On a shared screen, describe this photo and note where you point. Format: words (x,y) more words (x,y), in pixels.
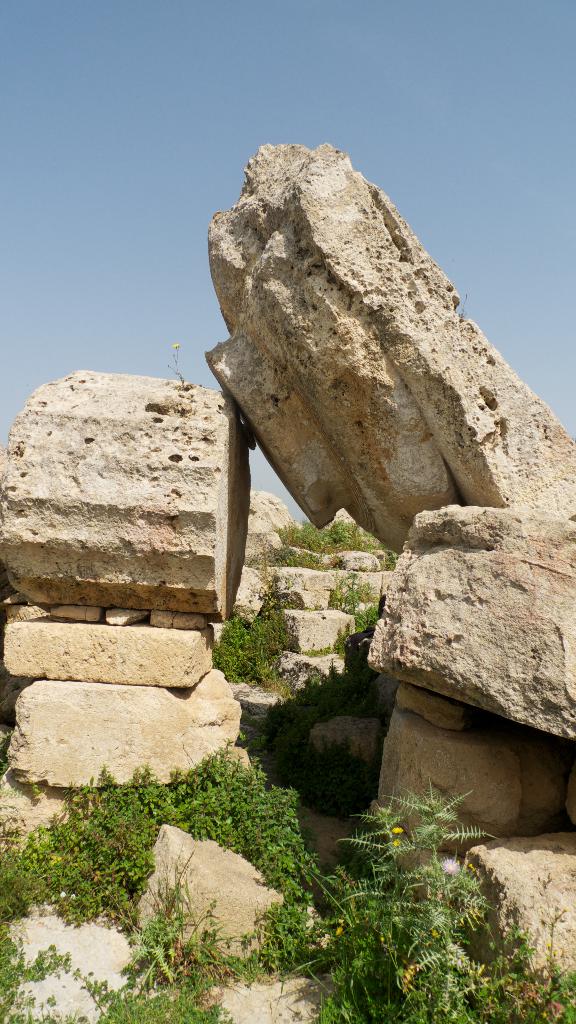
In this image I can see few plants (407,927) which are green in color, few rocks (168,878) which are cream in color and in the background (67,193) I can see the sky (175,108).
